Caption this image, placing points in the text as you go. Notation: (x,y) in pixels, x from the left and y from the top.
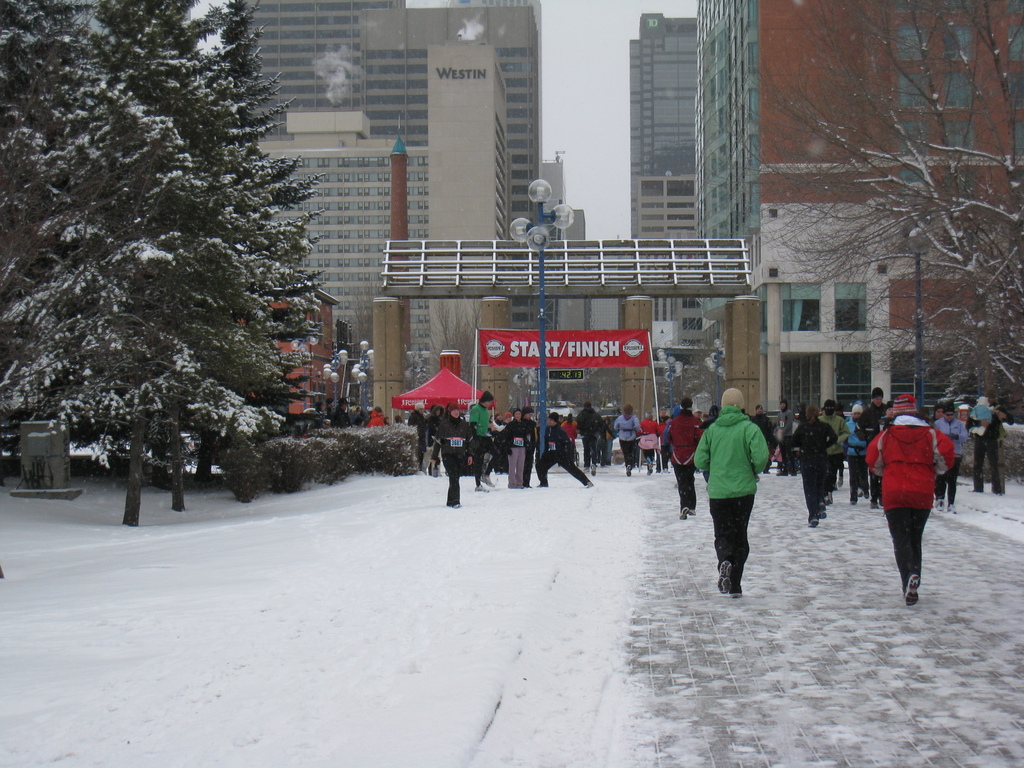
In this picture I can see some people (861,449) were walking and running on the street (862,611). In the background (661,432) I can see many people (661,432) were standing near to the tent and building (815,324). On the left (207,288) and right side (989,333) I can see many trees (133,363) and plants (331,467). At the bottom (365,662) I can see the snow (512,646). At the top (617,33) there is a sky (627,155). In the background (640,166) I can see the skyscraper (482,151) and building (428,222).
